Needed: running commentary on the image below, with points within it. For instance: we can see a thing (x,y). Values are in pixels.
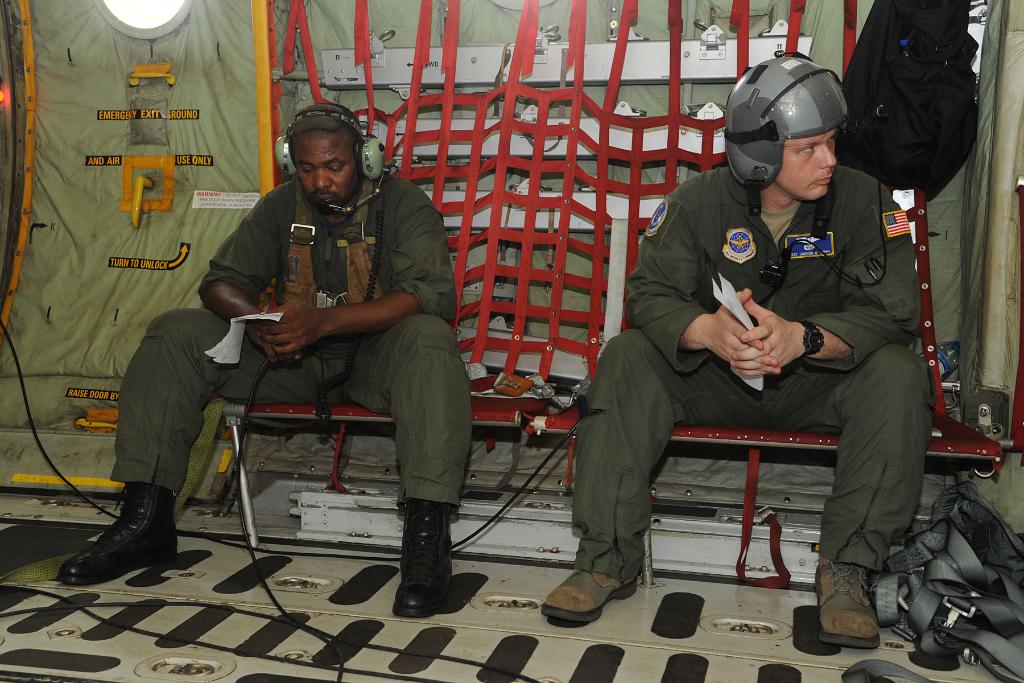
The image might be taken inside an airplane (130,146). In the center of the picture (552,411) there is a bench (552,411), on the bench (571,406) there are two soldiers (422,261) sitting. In the background (426,58) there are nets (797,12), gate (83,80) and some other objects (646,40). In the foreground (203,614) we can see cables (236,611). On the right (972,574) there is a bag like object (988,582).
